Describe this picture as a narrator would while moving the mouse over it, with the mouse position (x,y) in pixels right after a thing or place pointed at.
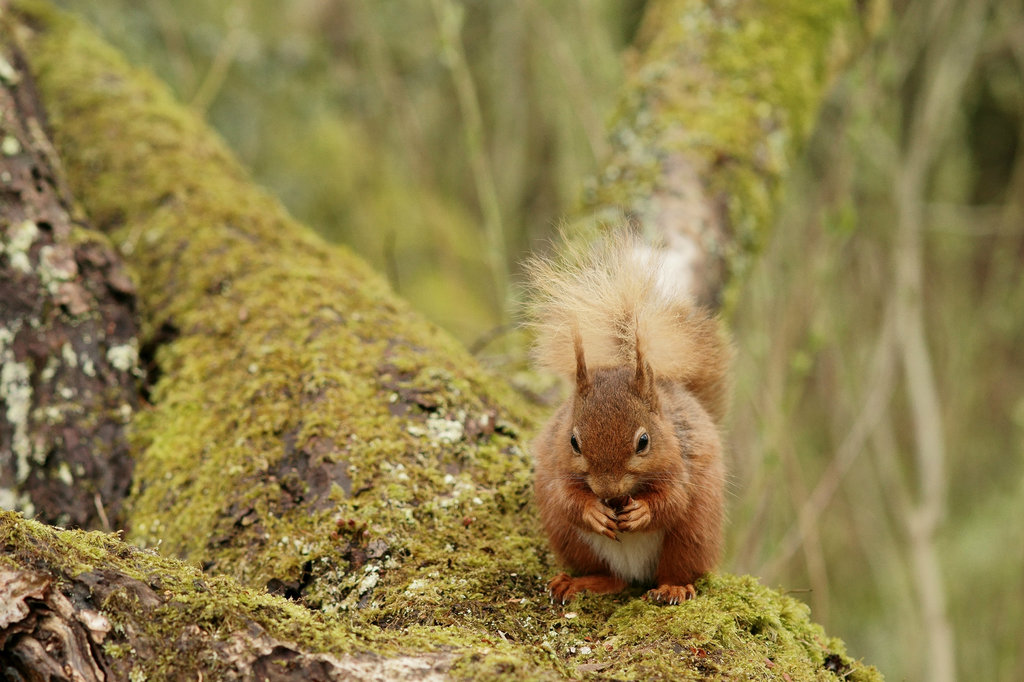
In this image we can see a squirrel (568,458) on the branch (643,599) of a tree (326,323).
